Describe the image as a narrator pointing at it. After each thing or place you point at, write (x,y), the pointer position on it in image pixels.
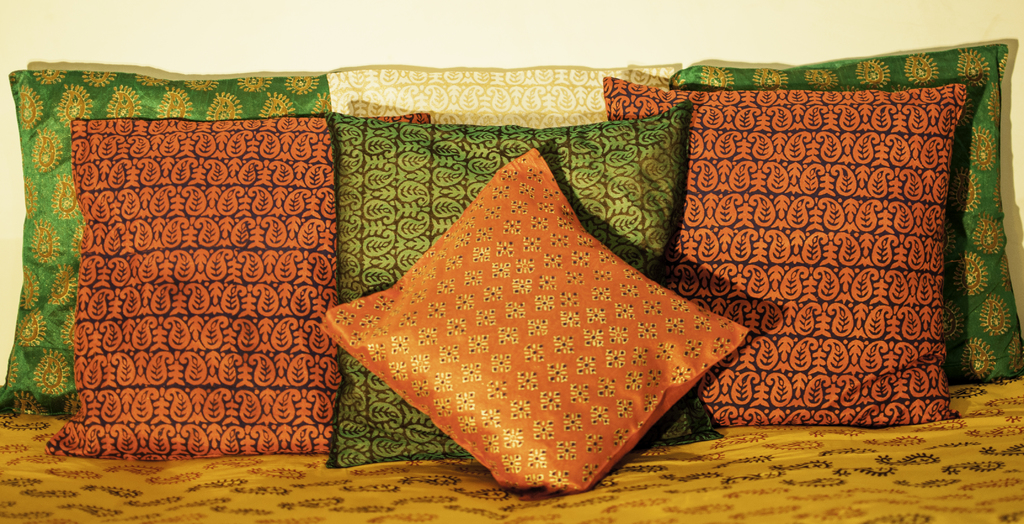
There are many pillows (372,309) with different colors on a surface (767,456).
